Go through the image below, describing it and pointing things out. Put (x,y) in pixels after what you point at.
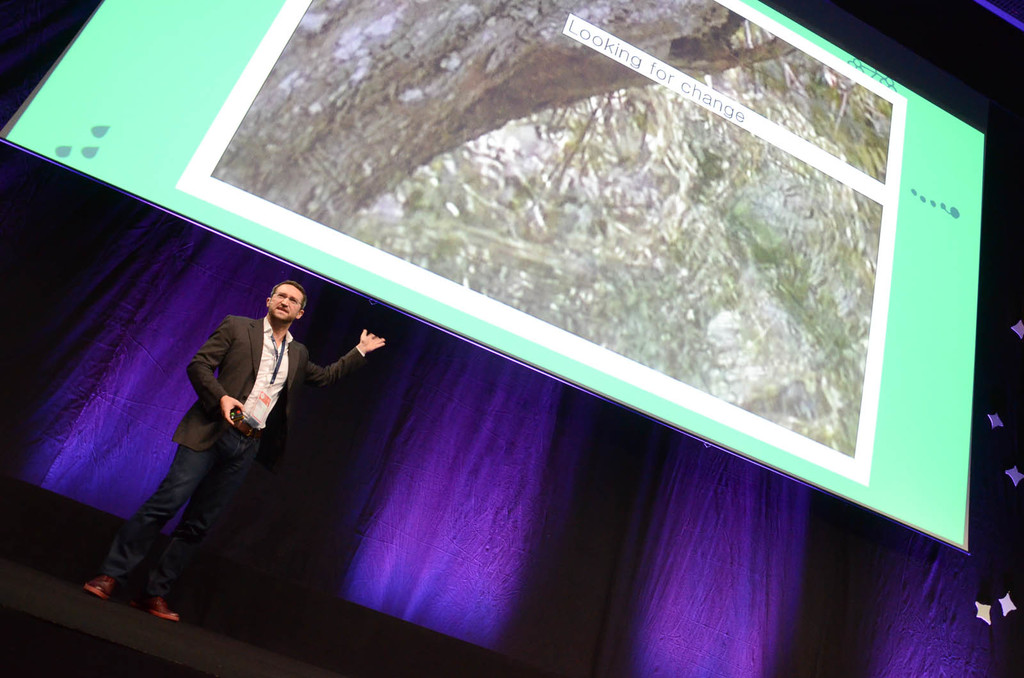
In this image we can see a person (228,456) standing on the stage (148,629) holding an object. On the backside (547,397) we can see a curtain (665,504) and a display screen (777,121) containing the picture of a tree (576,46) and some text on it.
